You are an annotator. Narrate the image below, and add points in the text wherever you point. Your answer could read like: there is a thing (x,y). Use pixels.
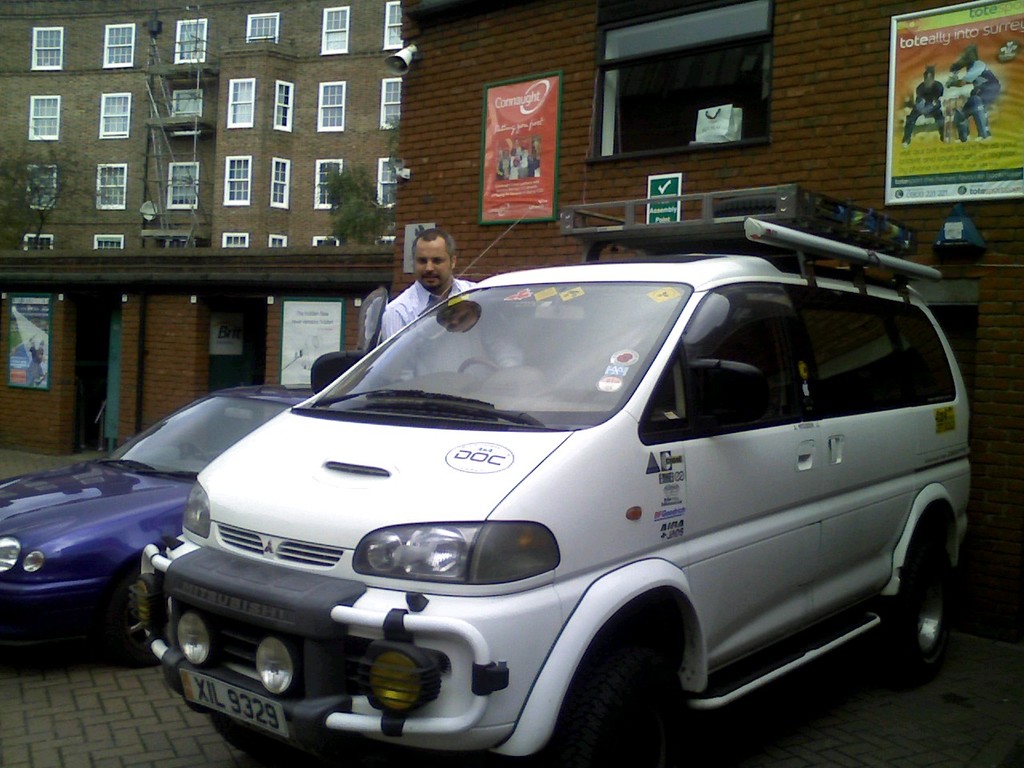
In this image we can see two cars (250,473) which are parked are of different colors and a person (429,300) wearing white color dress (449,367) boarding white color car (498,446) and at the background of the image (543,127) there are some buildings (322,137), trees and some paintings (959,136) attached to the building (456,142).
